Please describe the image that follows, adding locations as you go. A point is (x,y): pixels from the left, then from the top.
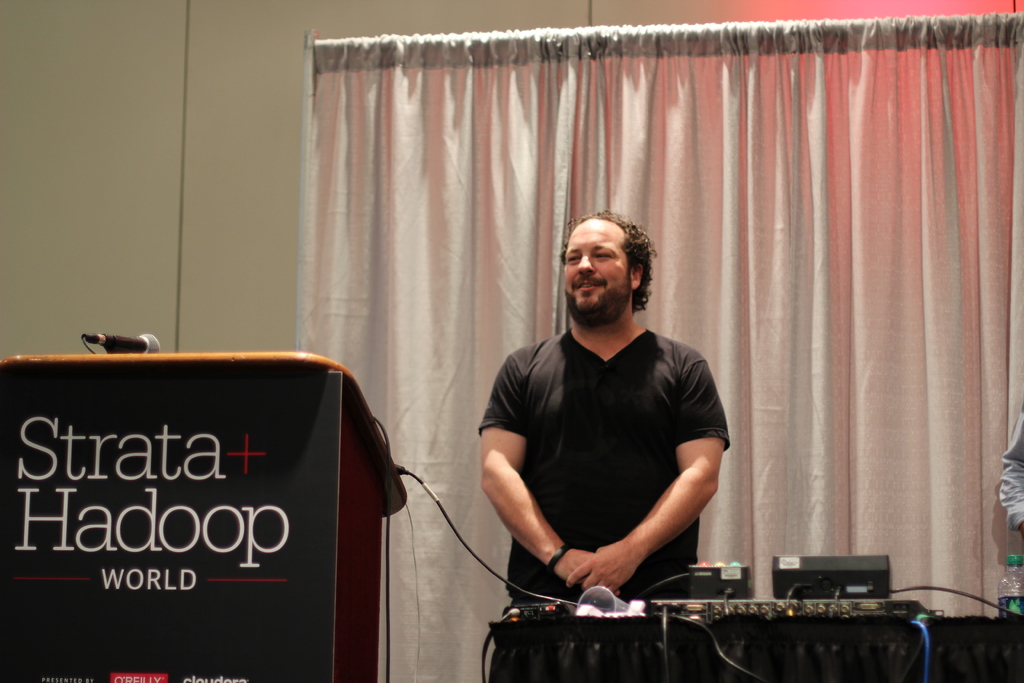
On the left side (223,393), there is a stand (179,382) having a banner (123,397) on it and there is a mic (147,345) on the top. In the middle (653,410), there is a person (577,339) in black color t-shirt (647,384), smiling and standing in front of a table (580,625), on which there are some objects (774,605). In the background (937,576), there is white color curtain (351,118) and there is white wall (107,64).
